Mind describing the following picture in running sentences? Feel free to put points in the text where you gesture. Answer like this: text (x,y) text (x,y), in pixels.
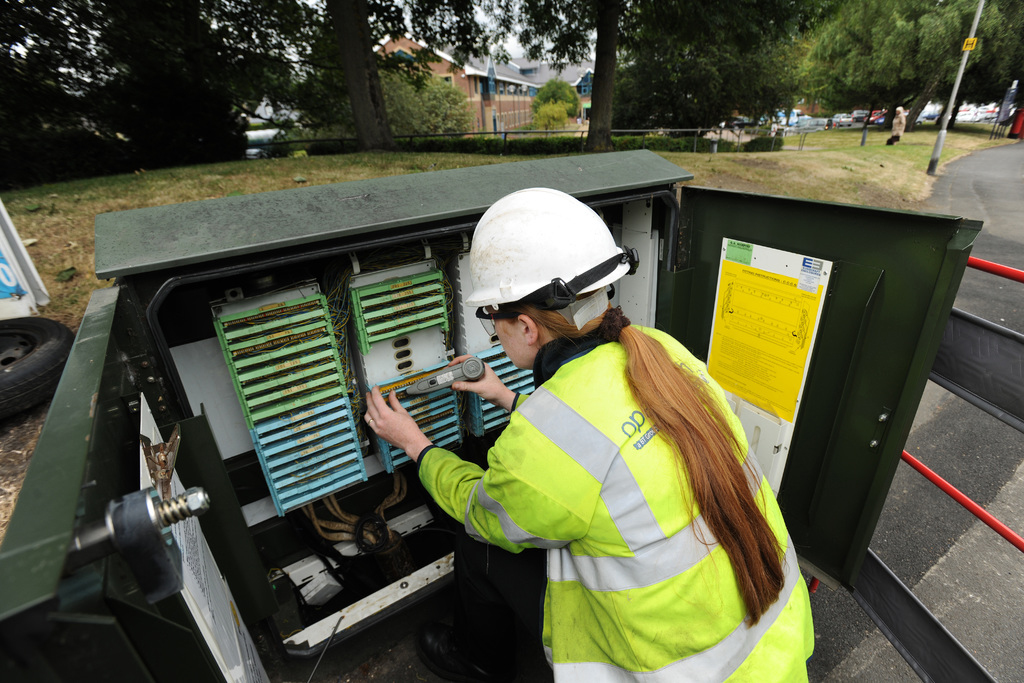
In the foreground (579,314) I can see a woman (635,518), metal box (339,429) and a fence (949,363). In the background (202,182) I can see a tire (38,338), grass (238,181), trees (360,132), poles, group of people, vehicles (884,120) and buildings (491,105). This image is taken may be during a day.
